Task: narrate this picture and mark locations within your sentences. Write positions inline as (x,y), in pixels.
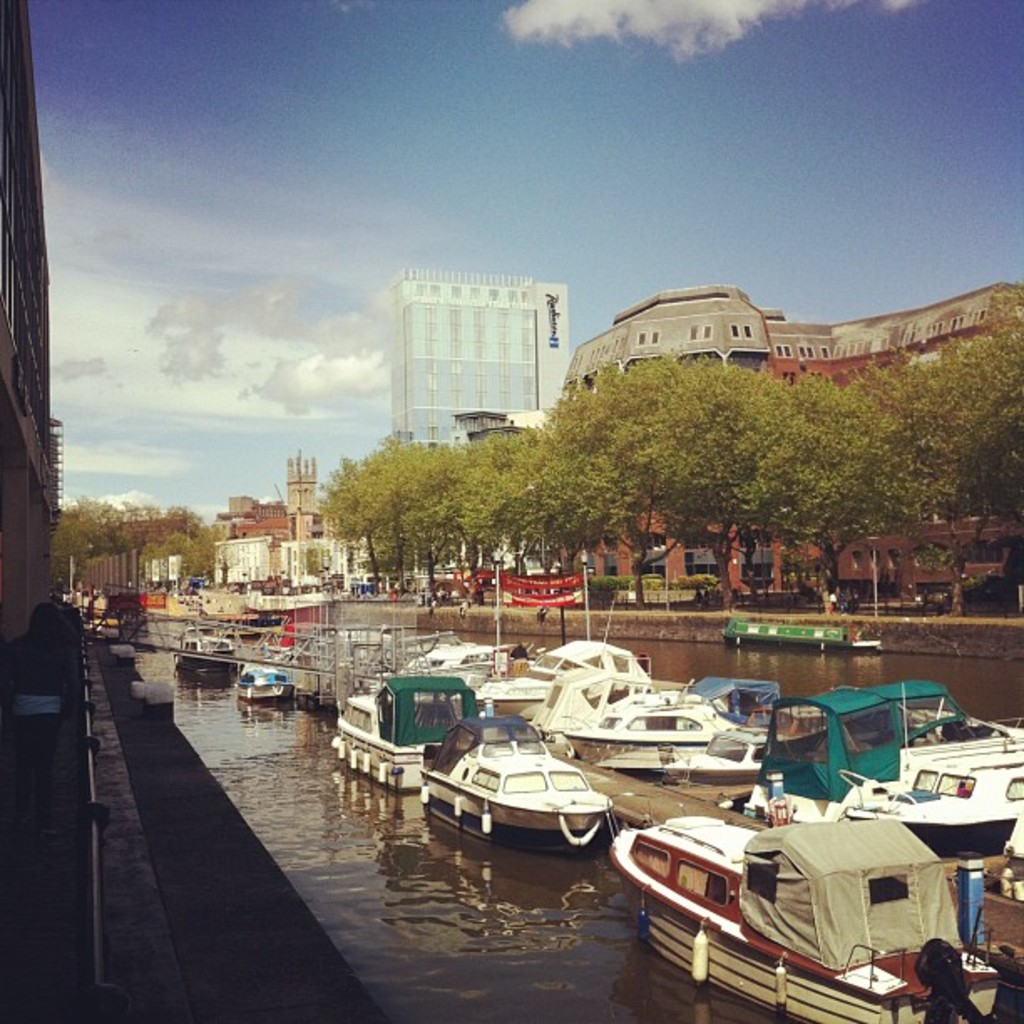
In this picture we can see so many ships (530,776) are on the water (504,852), side of the lake (520,852) we can see some trees (610,515), buildings (1004,549).
